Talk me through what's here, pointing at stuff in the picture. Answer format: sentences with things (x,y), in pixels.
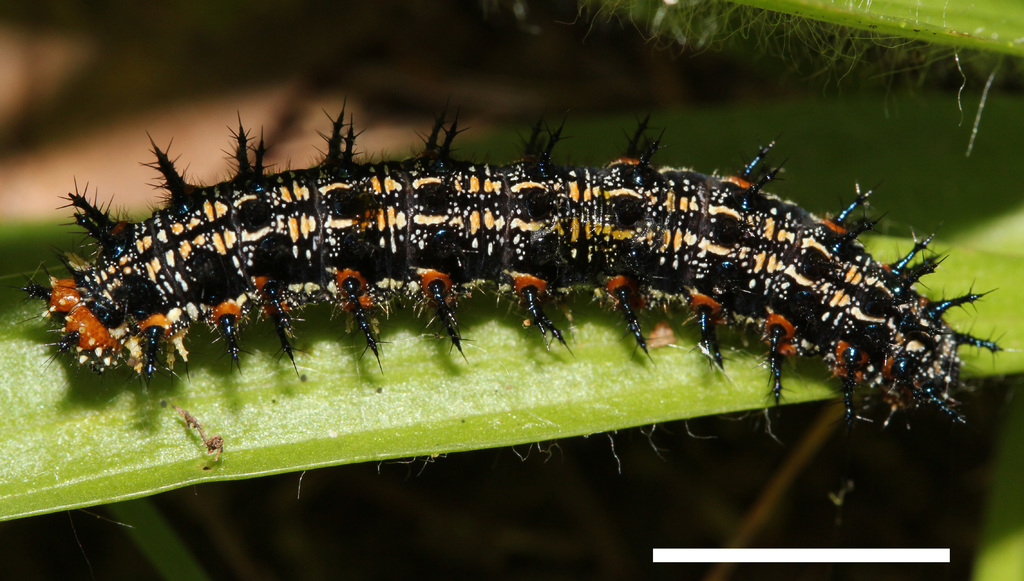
In this image I can see a black color caterpillar (786,274) on a leaf (245,420). The background (373,531) is blurred.
